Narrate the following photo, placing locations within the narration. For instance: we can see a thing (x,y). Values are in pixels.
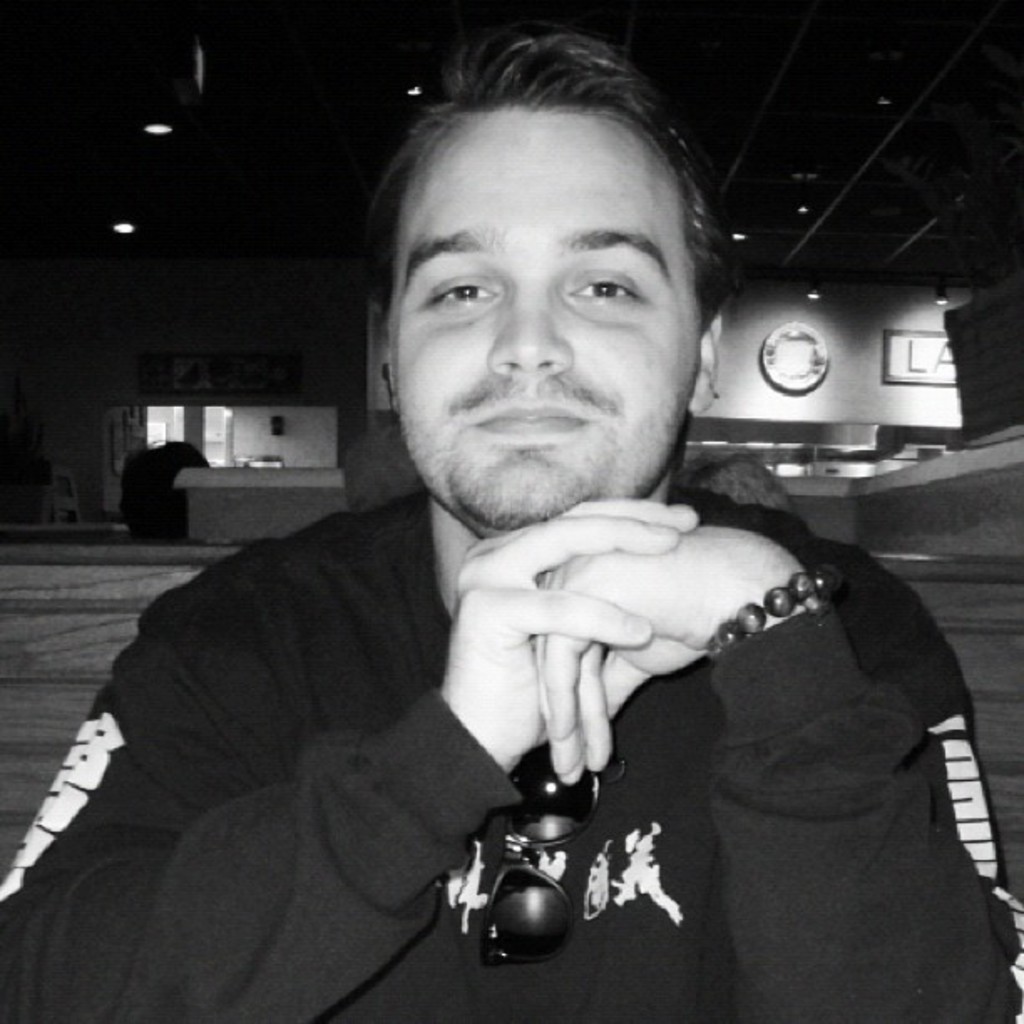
It is a black and white image of a person (505,827) sitting inside a building (769,389). In the background (276,471) we can see a table (277,472), door (169,424), boards (200,367) to the wall (300,322), frame (214,364) and also a counter (297,475). At the top (334,84) we can see ceiling (263,73) with ceiling lights (157,131).
